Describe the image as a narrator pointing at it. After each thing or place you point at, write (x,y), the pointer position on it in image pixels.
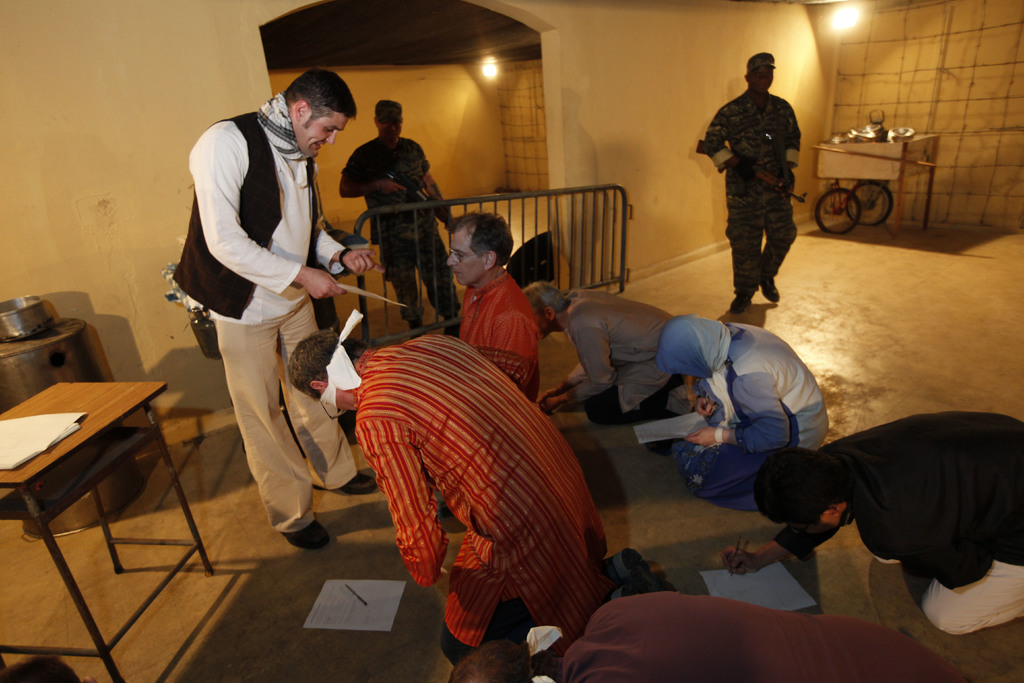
In this image we can see there are a group of people (531,652), a few among them are kneeling down and writing and two among them are holding guns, behind them there is a fence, a trolley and lights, on the left side of the image (63,383) there are tables (86,400) and a few other objects (27,422).
